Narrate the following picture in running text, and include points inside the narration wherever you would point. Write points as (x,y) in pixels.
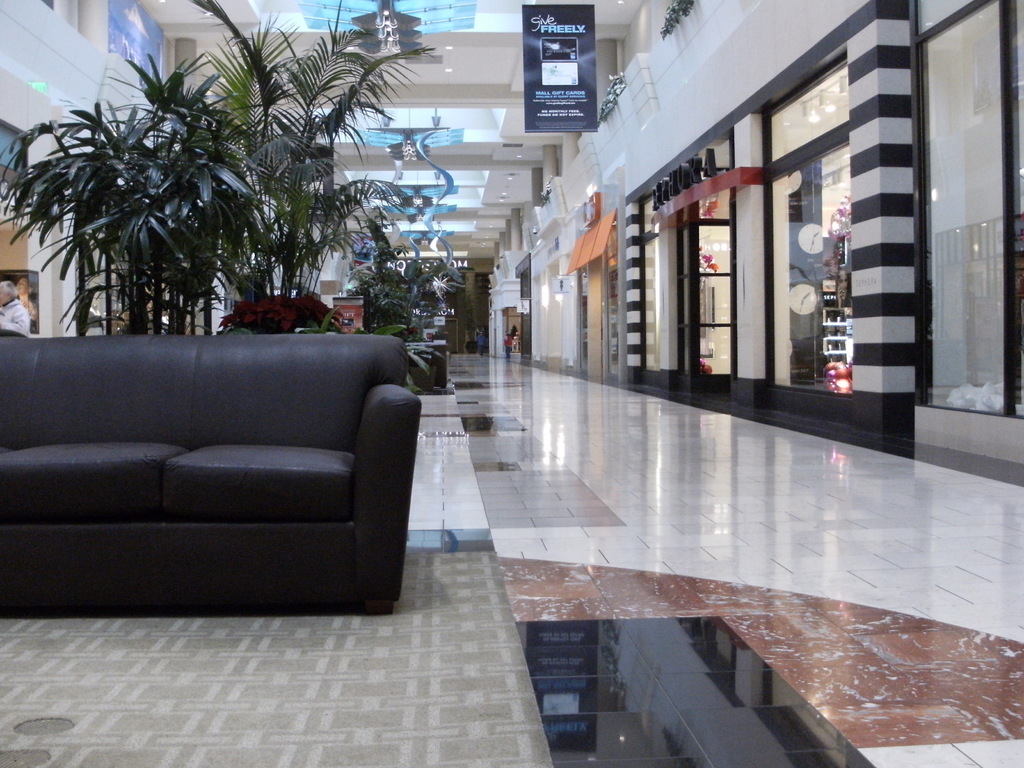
In this image i can see a couch (180,435), at the back ground (266,326) i can see a plant (259,280), some stores (793,206), a glass door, a wall (641,41) and a banner (551,47).
